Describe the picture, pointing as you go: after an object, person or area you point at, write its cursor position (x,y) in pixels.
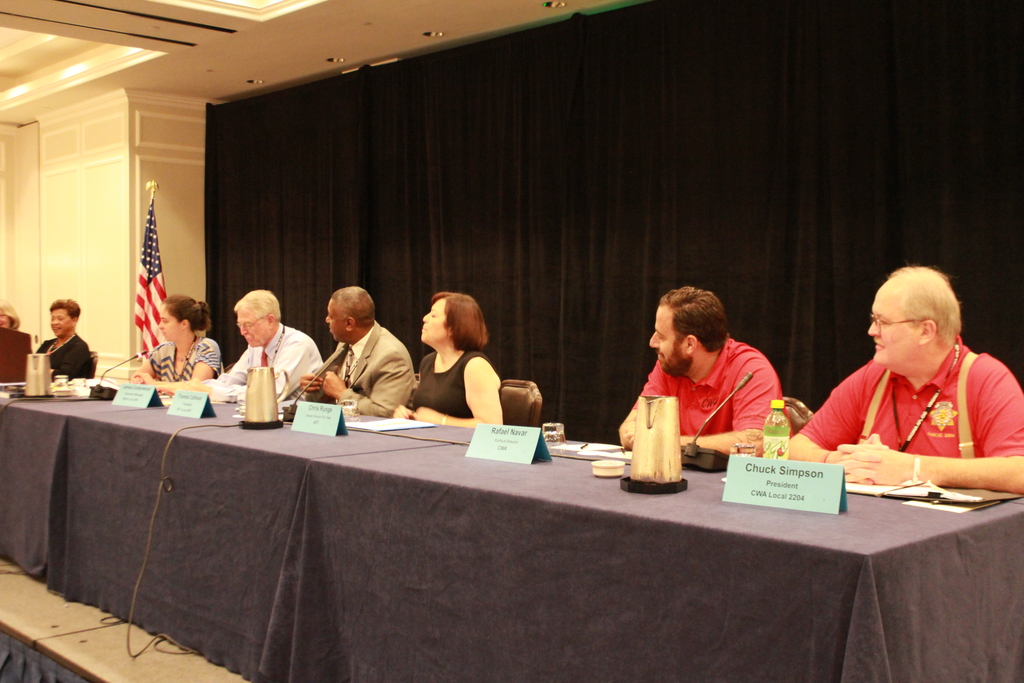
In this picture we can see some persons (928,440) are sitting on the chairs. This is the table (504,486), on the table (380,513) there is a cloth (370,544), jar (661,450), bottle (787,433), and paper (775,464). This is the bottle (770,424). On the background (731,216) we can see a curtain (602,202). This is the flag (160,269) and there is a wall (58,201). And there are the lights (30,81).
